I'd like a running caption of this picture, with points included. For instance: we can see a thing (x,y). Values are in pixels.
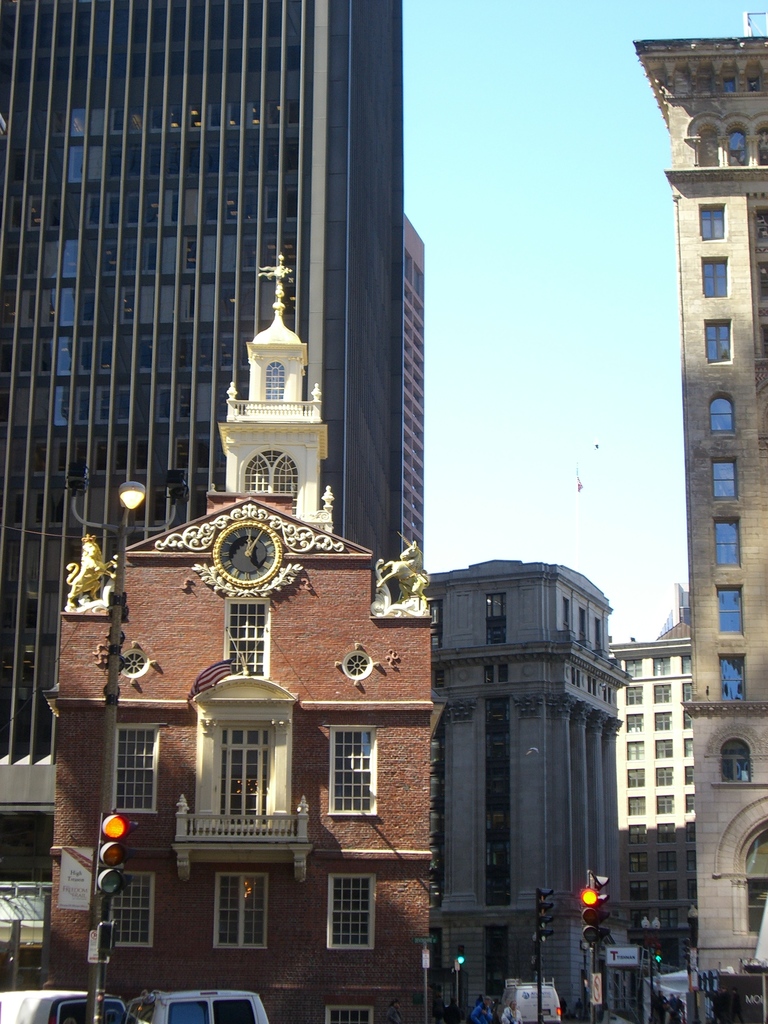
In this picture, there are buildings (336,582) which are in different colors and sizes. At the bottom (458,972), there are signal lights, vehicles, people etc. At the top (557,95), there is a sky (474,289).
